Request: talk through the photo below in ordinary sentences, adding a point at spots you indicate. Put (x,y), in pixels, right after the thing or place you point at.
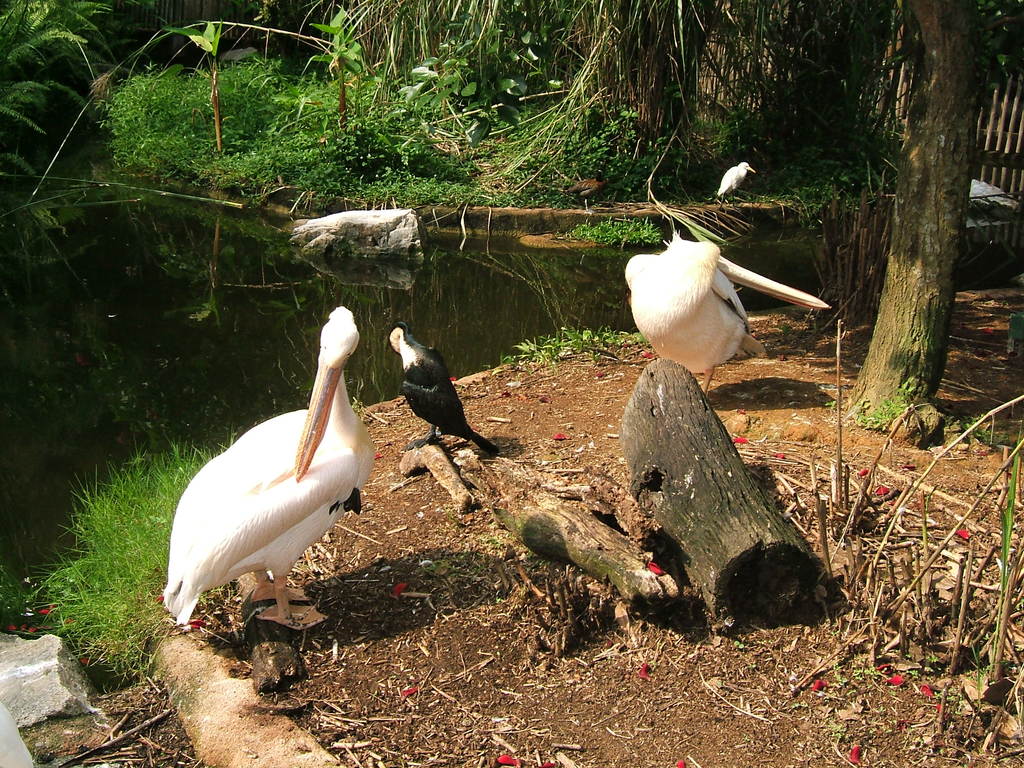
In this picture there are birds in the center of the image (670,294) and there is greenery (127,98) at the top side of the image (743,226).
